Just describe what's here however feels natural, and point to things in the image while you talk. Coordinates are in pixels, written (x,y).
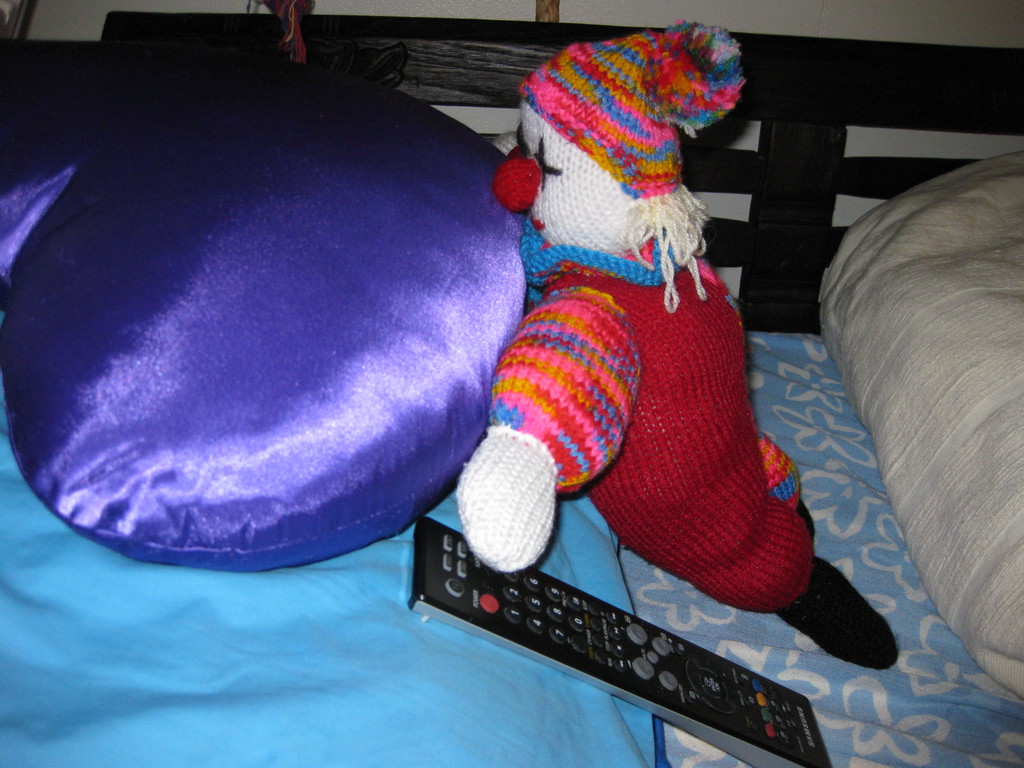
In this image i can see there is a remote control (635,621), a pillow (999,529), a doll (598,298) and other objects (999,492) on it.
